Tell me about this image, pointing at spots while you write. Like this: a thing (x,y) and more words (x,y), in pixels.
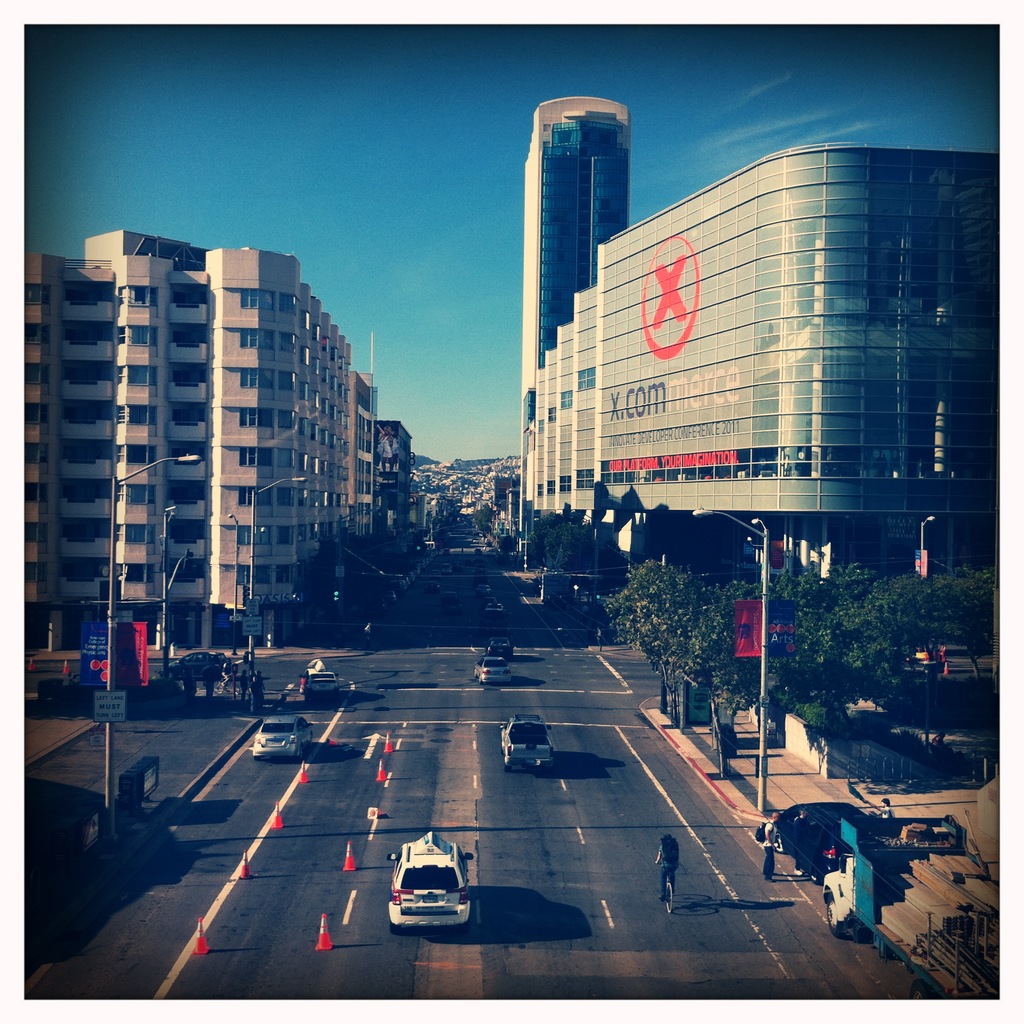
As we can see in the image there are buildings (228,331), trees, street lamps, traffic cones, vehicles (530,754) and few people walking here and there. On the top (388,95) there is sky (366,104).
